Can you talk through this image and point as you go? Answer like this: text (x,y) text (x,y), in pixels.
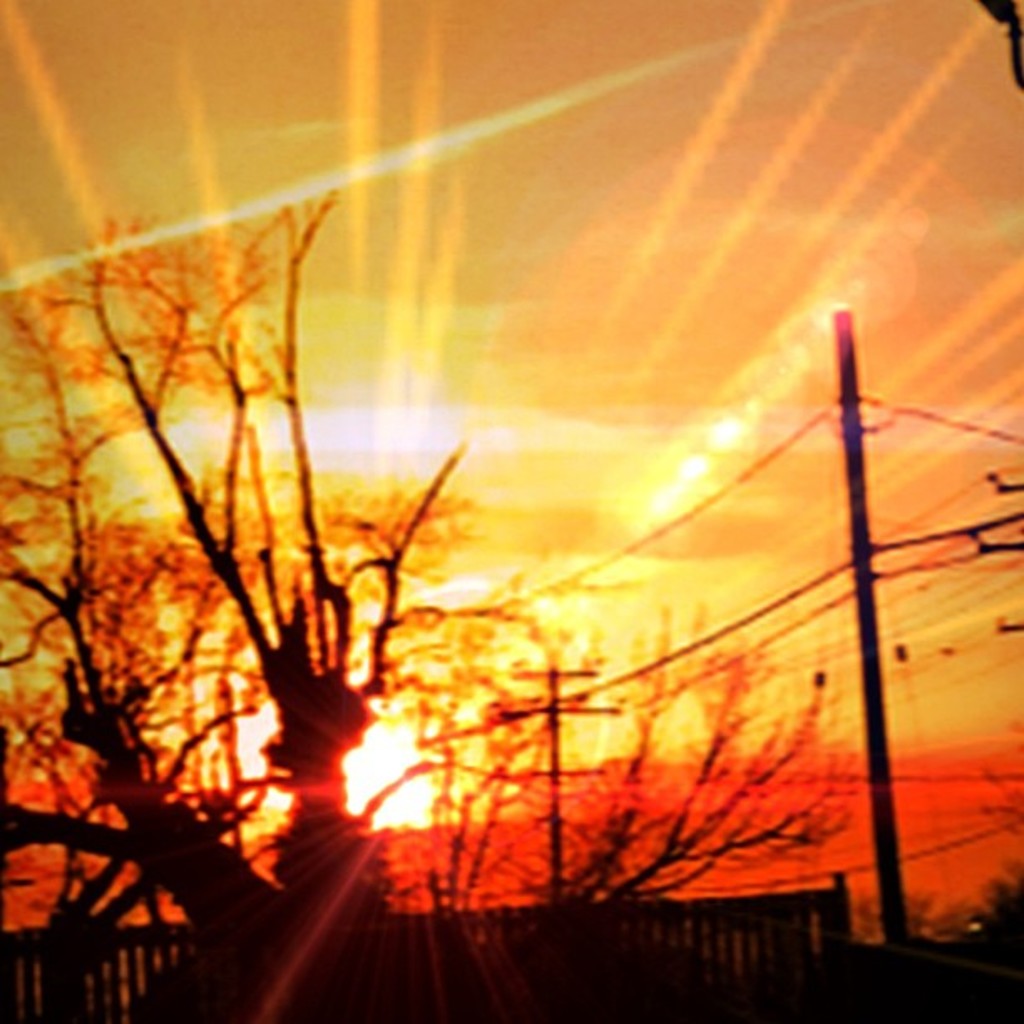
In the center of the image (555,676) we can see trees (446,702), electric light pole (559,770), wires (807,586), fencing (665,937) are there. At the top of the image (522,288) sunset (591,388) is there.
